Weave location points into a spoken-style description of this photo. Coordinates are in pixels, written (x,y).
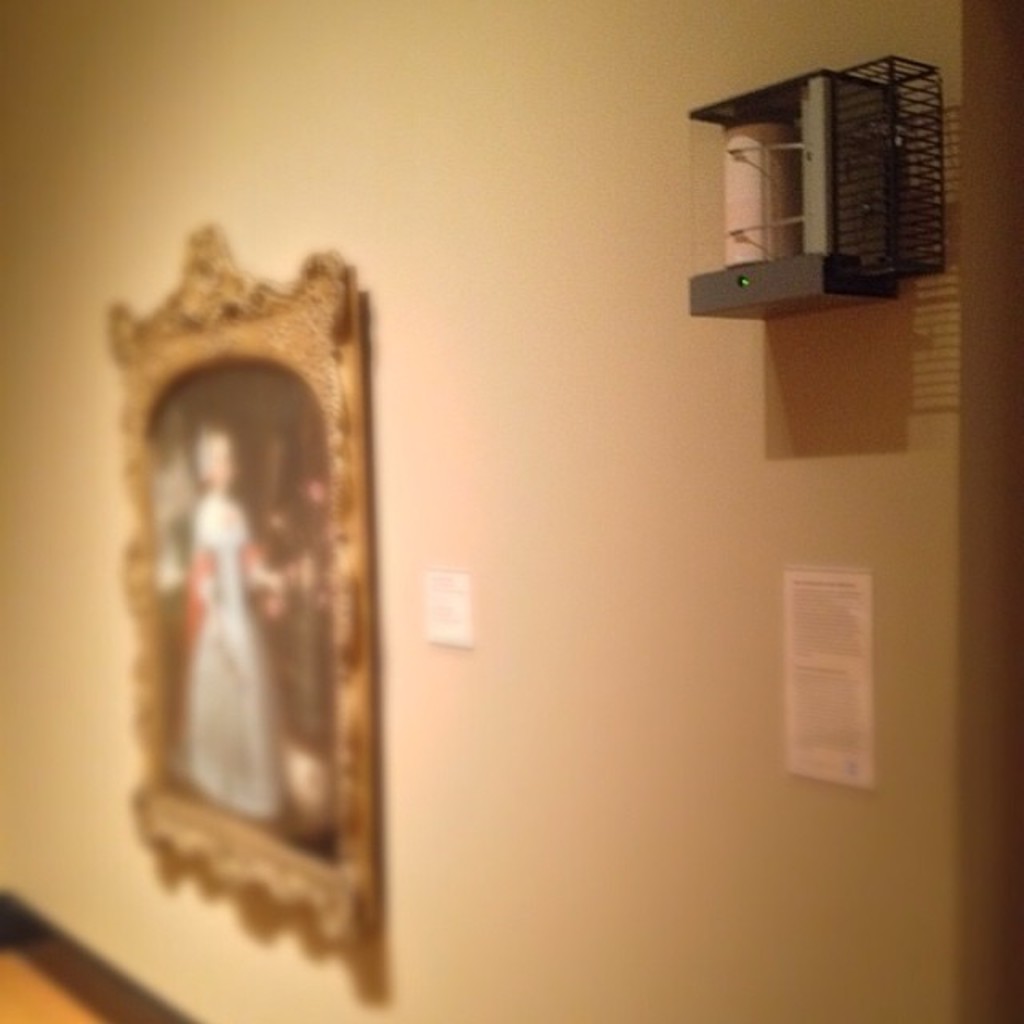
In this picture I can see a frame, papers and an object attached to the wall (526,691).
